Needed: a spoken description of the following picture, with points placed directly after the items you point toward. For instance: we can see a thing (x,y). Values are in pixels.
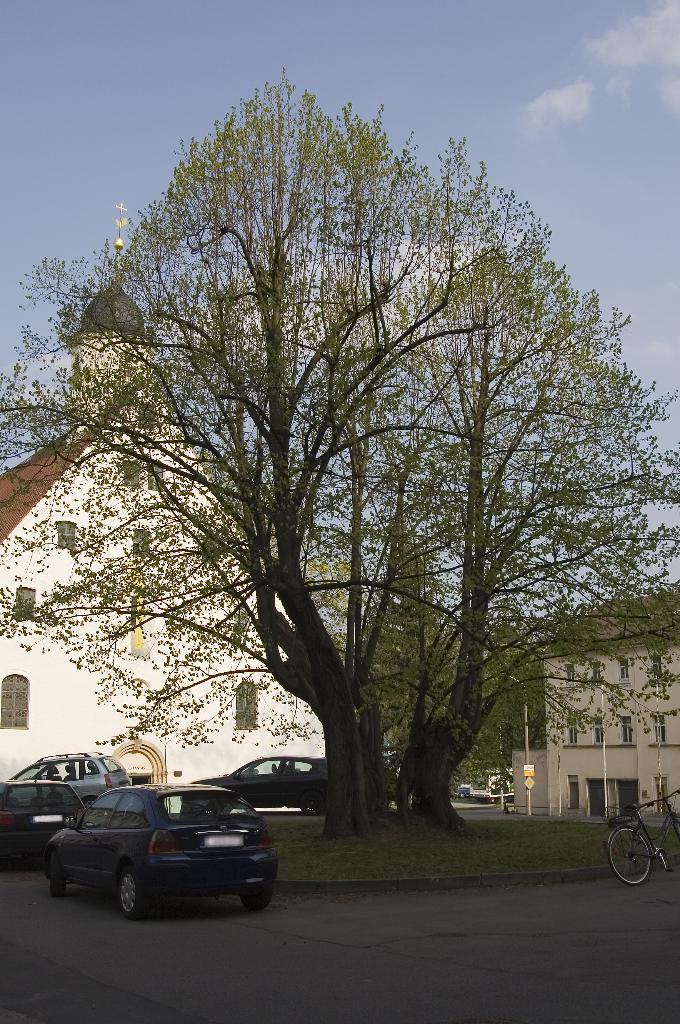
In this image there are cars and a bicycle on a road (311,942), in the background (302,605) there is a tree (408,749), houses (574,730) and the sky (494,68).
